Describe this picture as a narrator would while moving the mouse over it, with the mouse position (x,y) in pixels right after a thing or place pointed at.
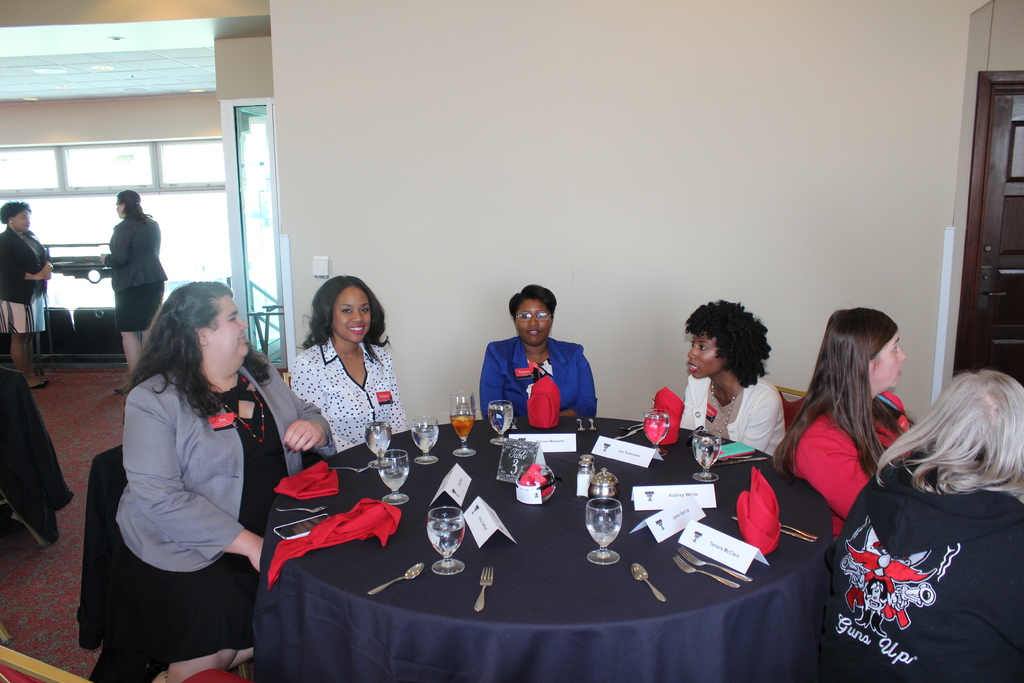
In the center of the image (529,292) there are people (207,456) sitting around a table (599,610). There are glasses (607,559), forks (481,588), spoons (391,582) and a mobile (281,534) placed on a table (548,576). On the left side of the image (24,204) there are two ladies (122,250) standing. In the background (589,231) there is a door (1018,314) and a wall (548,223).
